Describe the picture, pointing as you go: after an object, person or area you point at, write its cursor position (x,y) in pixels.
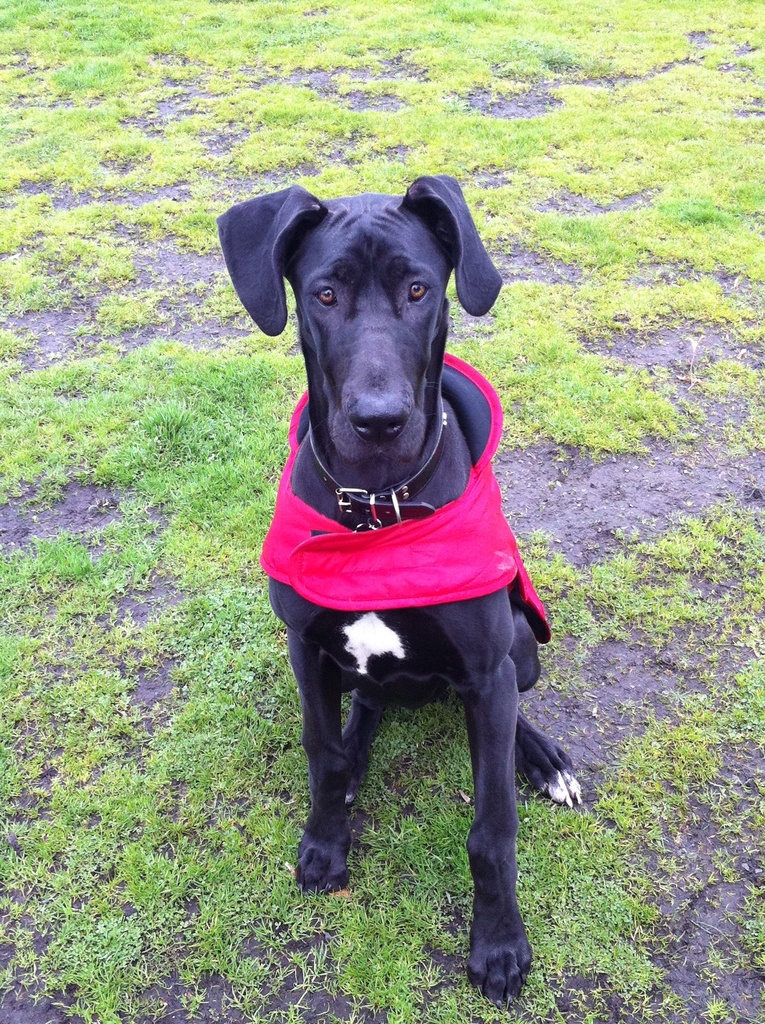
In this image a dog (406,383) is sitting on the land (618,451) having some grass (670,247). Dog (422,634) is wearing a cloth (398,559).
